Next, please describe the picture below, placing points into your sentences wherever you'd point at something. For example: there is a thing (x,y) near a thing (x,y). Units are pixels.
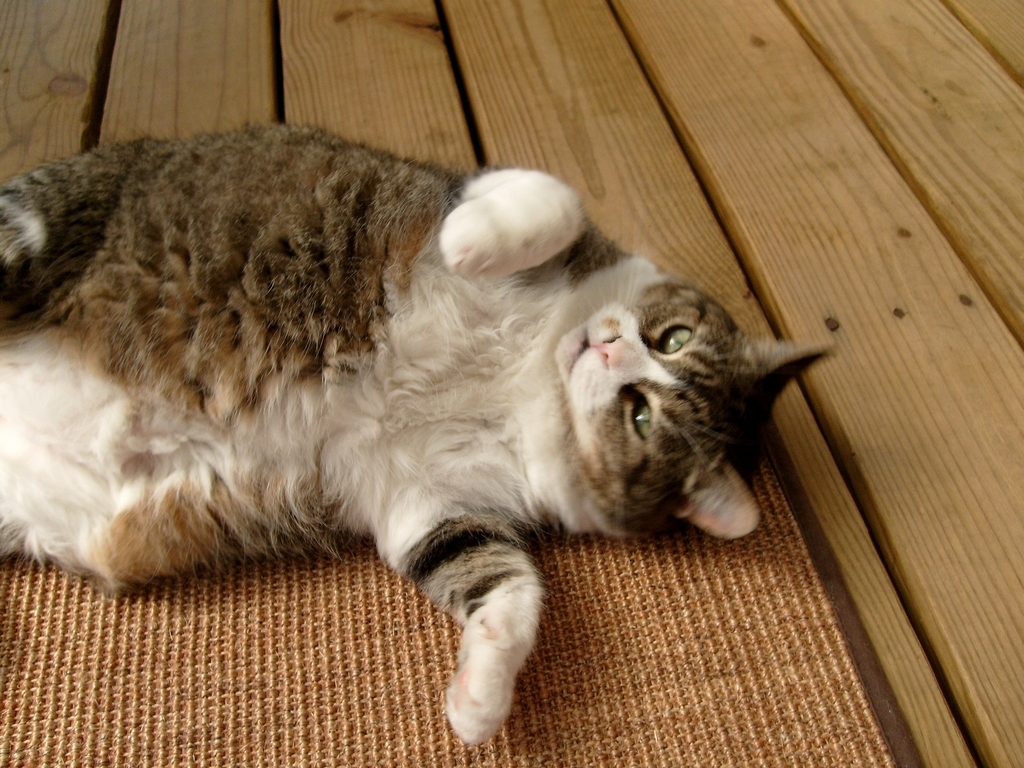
Here there is a cat (376,353), this is wooden object (771,148).
